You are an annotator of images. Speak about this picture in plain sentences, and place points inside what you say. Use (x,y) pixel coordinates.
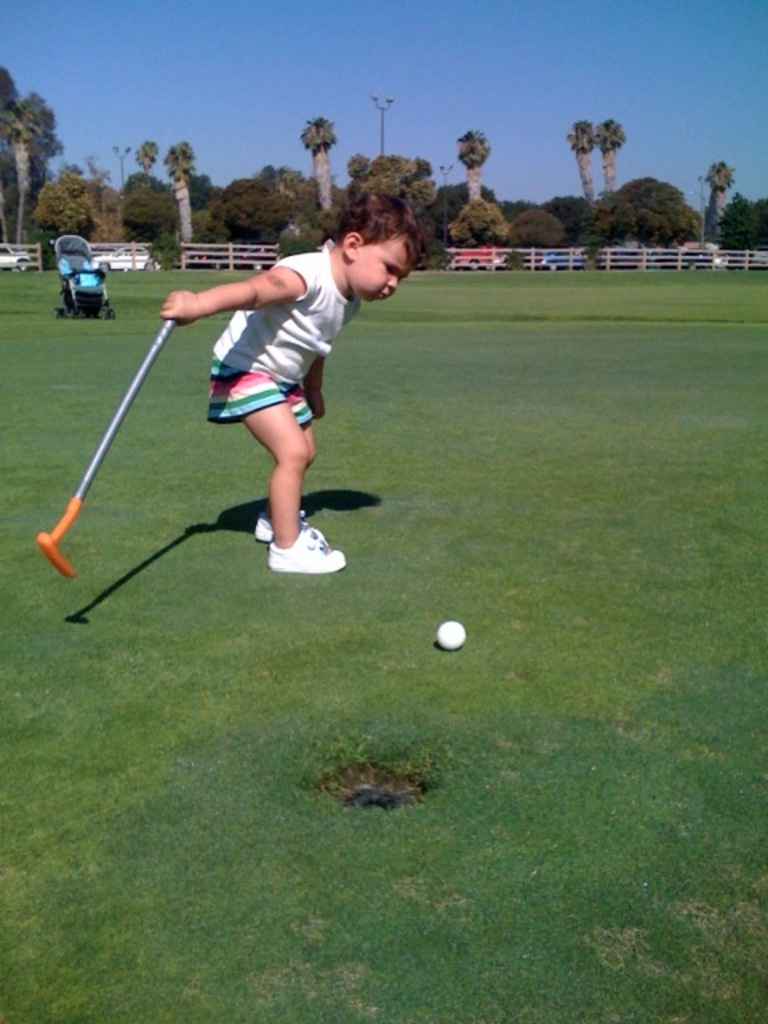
In this picture we can see a child (200,309) holding a stick (54,553), ball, stroller (82,309) on the ground (425,409), fence (680,251), vehicles (477,260), poles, trees (300,218) and in the background (433,140) we can see the sky (463,94).
